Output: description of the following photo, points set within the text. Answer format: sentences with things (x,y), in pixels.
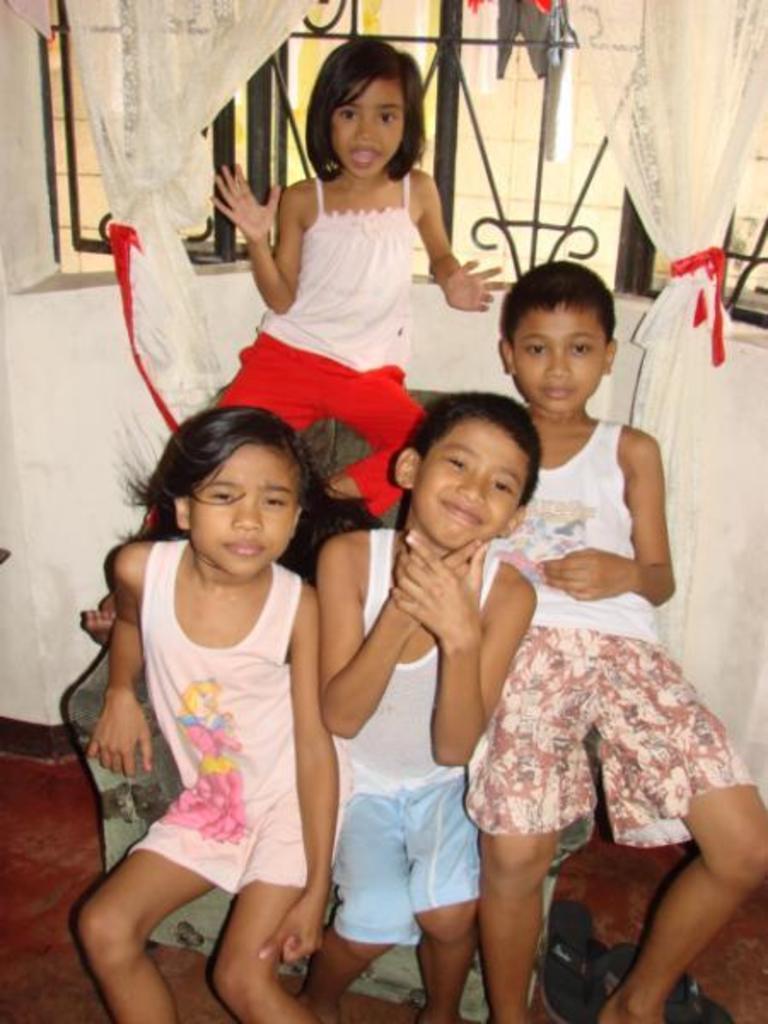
In this image there are kids (380,755) sitting on the chair (585,837). Behind them there is a wall (455,388) having a window (509,79) which is covered with the curtain (730,121). From the window (522,81) few clothes (537,23) are visible.
